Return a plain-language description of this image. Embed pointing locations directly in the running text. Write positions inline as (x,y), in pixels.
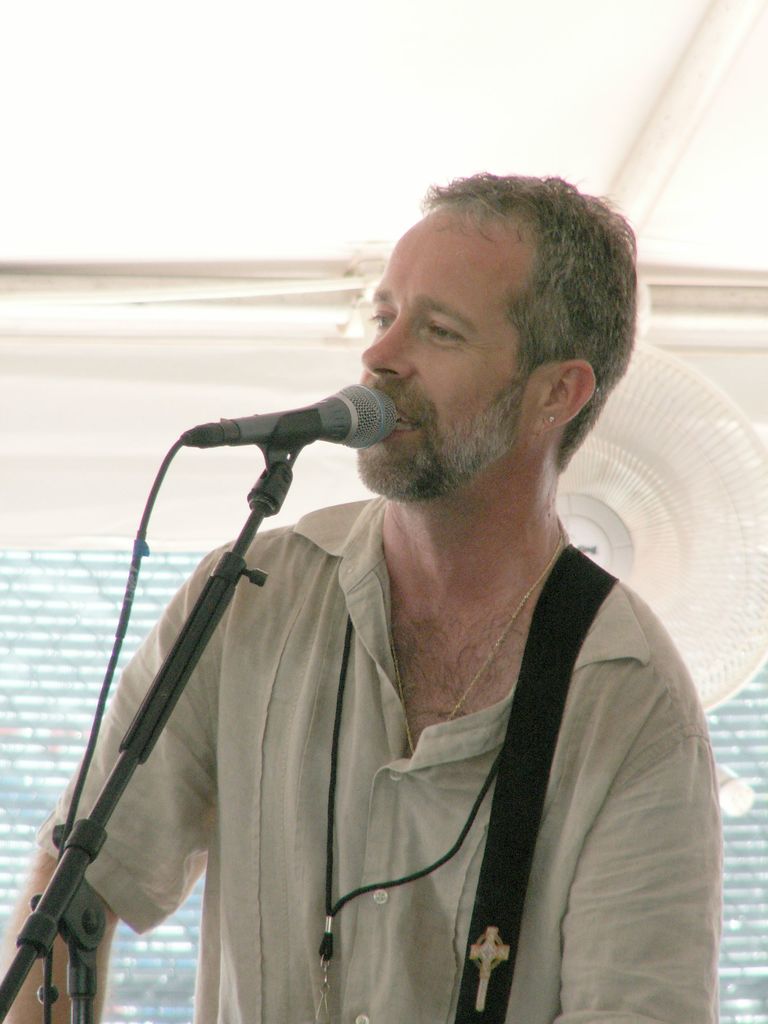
In the center of the image (411,347) there is a man (147,642). He is singing in a mic (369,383). There is a table fan (704,655) in the image.
